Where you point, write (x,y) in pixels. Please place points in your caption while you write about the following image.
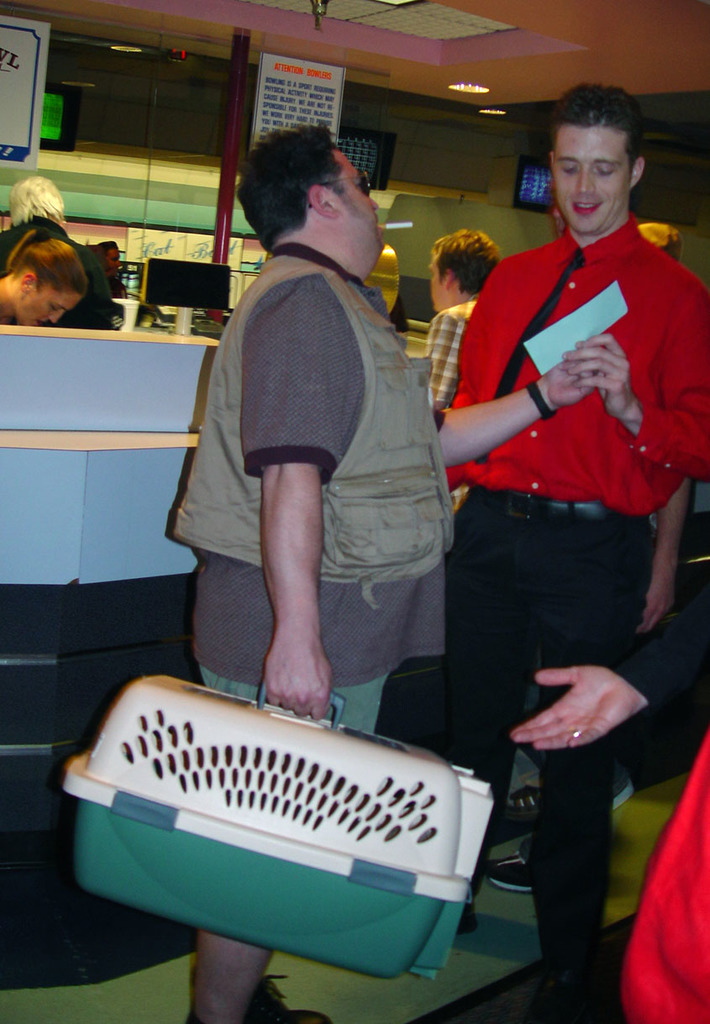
In this image there are people (496,602) standing one man (275,660) is holding a box (268,738) in his hand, in the background (165,358) there is a counter (108,360) in that counter (79,332) there are people (44,306) standing and there is a wall (471,154), at the top (453,47) there is a ceiling (410,45) and lights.
